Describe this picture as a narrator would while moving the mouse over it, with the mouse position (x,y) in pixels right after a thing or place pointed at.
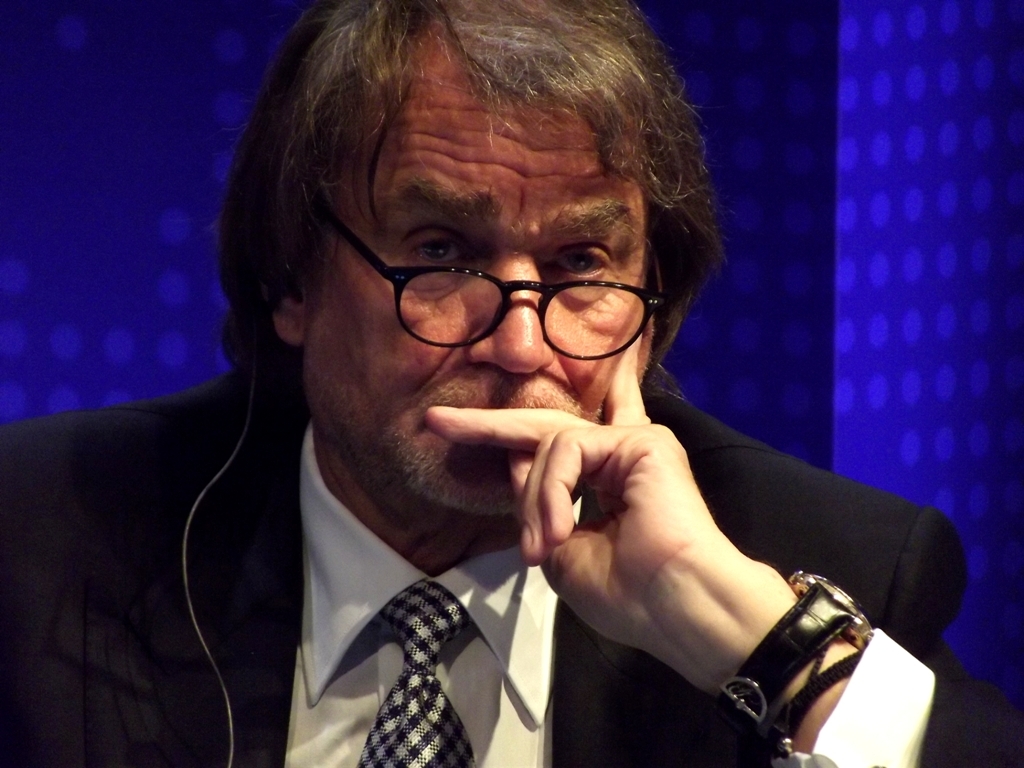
In this picture we can see an old man (386,616) wearing black suit (185,719), sitting in the front (697,643) and keeping the hand (531,441) on the chin (457,501) and thinking. Behind there is a blue background (74,309).
